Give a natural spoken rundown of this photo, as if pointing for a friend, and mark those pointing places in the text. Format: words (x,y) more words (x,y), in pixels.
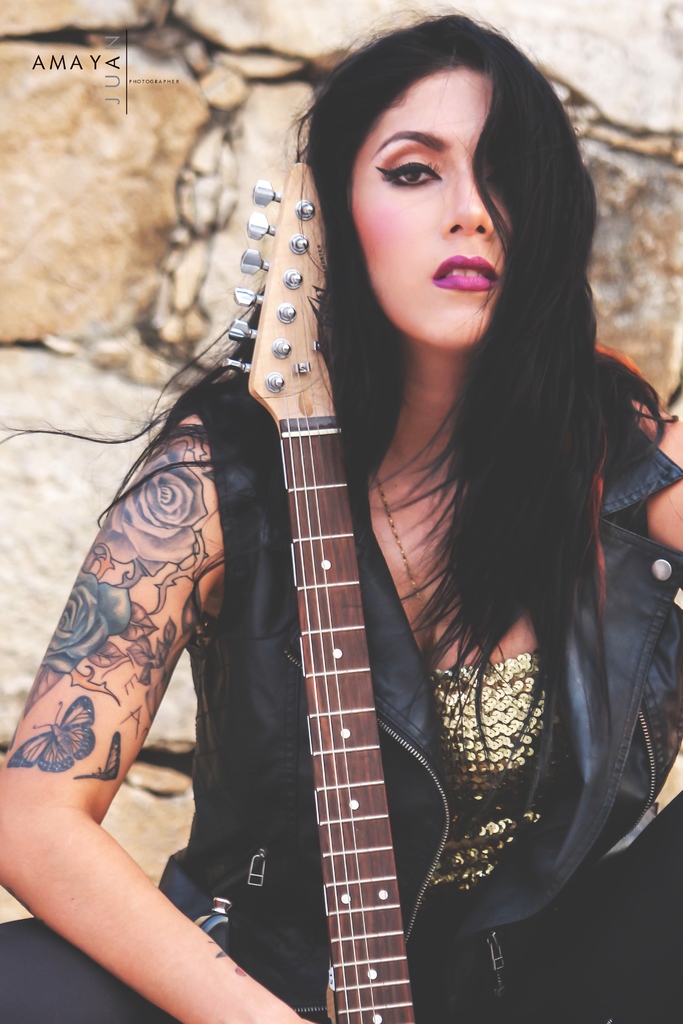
In this image we can see a woman (39,1018) sitting and she is holding a guitar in her hand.
